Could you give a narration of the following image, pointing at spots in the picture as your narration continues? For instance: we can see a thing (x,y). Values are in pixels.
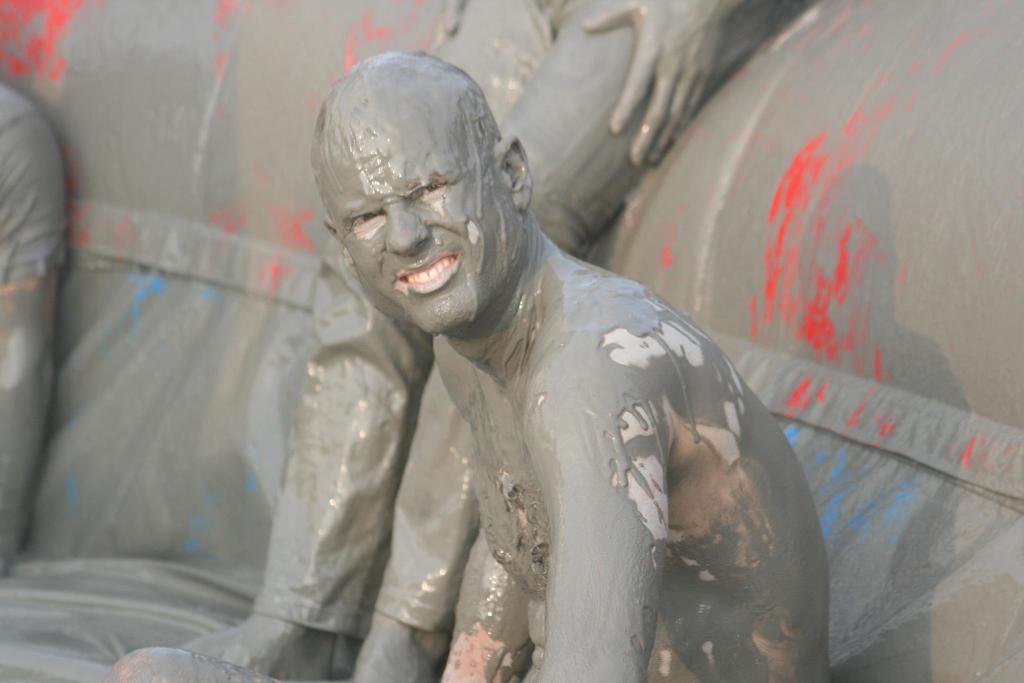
In the middle of the image (681,418) a person (483,650) is sitting and smiling and he is covered with mud (613,467). Behind him few people (26,193) are sitting.
